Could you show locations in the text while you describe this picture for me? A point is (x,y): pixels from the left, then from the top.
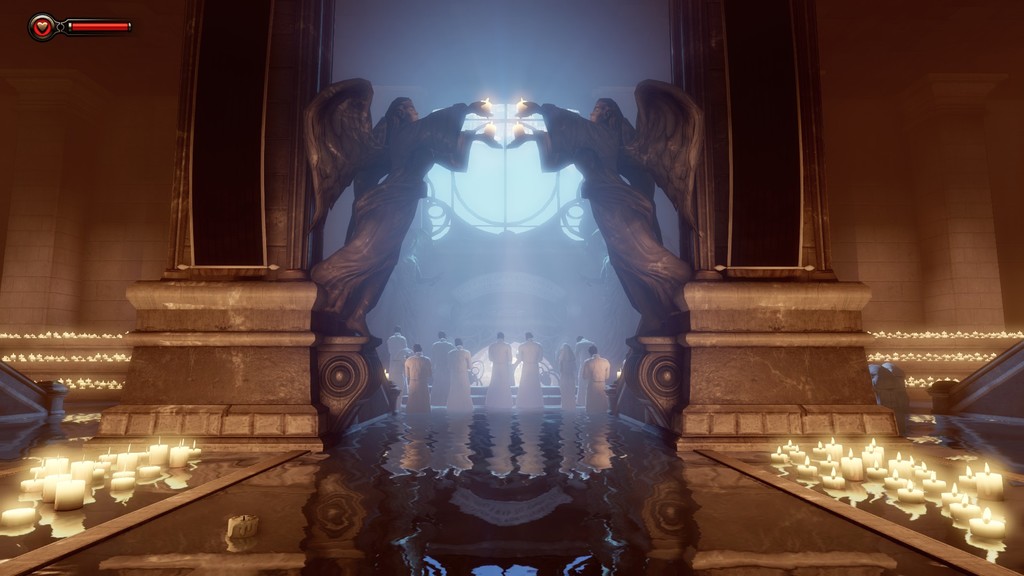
In the middle of the image (525,374) we can see some persons (502,368) standing in the water (474,416) from the backwards. In additional to this we can see pillars (745,133), walls (469,257), windows (496,202), statues (663,249), pedestals (640,382), candles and pavement (807,494).
